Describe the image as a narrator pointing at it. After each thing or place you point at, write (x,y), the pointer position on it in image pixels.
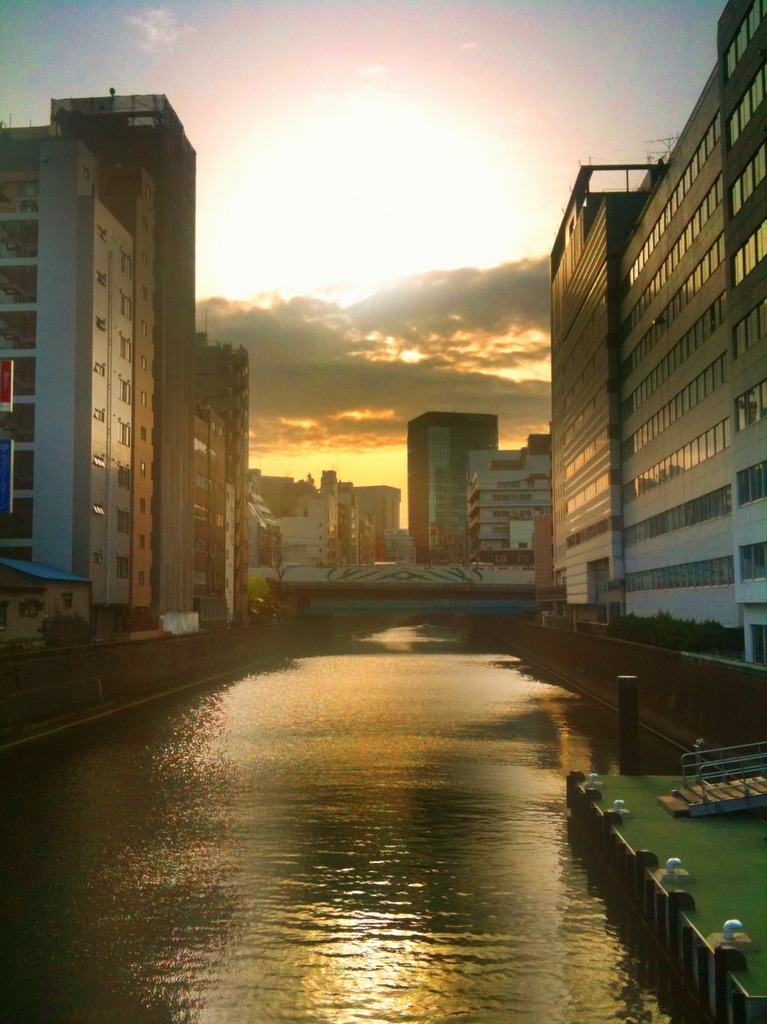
In this picture I can observe a canal (288,737) in the middle of the picture (330,640). There are buildings (310,485) in this picture. In the background (364,297) I can observe clouds (334,319) in the sky (389,224).
